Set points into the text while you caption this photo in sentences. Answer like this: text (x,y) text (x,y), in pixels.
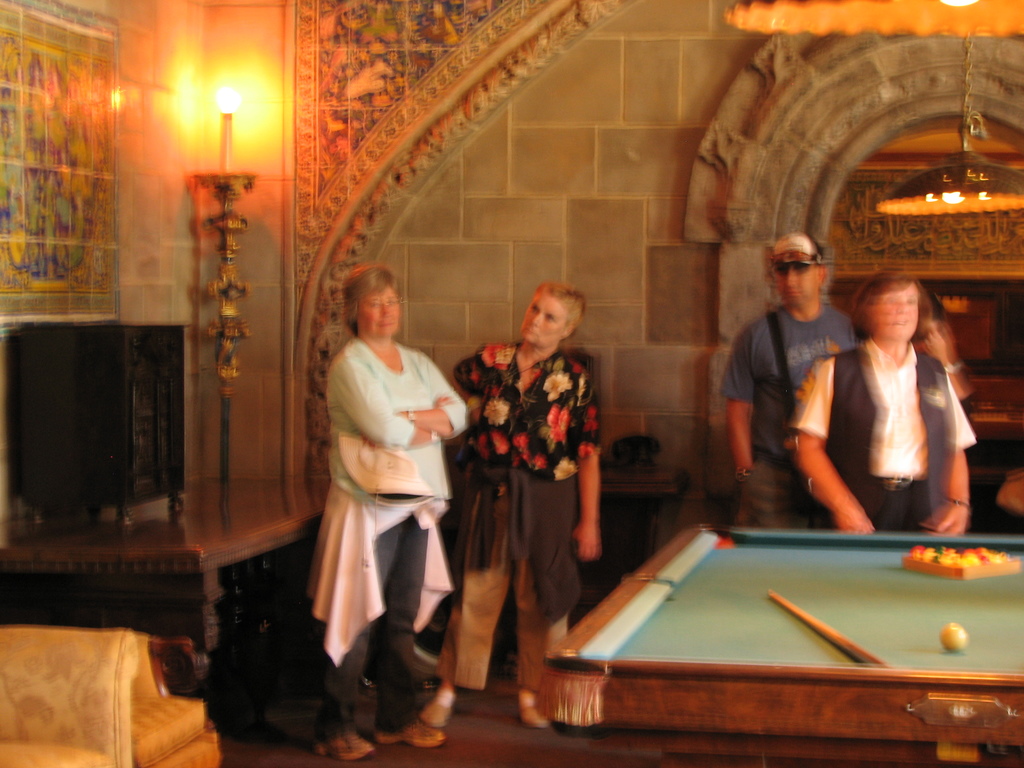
on the right (728,624) there is a pool board (828,592). behind it 4 people (844,406) are standing. at the left corner (236,229) there is a candle (227,130).
